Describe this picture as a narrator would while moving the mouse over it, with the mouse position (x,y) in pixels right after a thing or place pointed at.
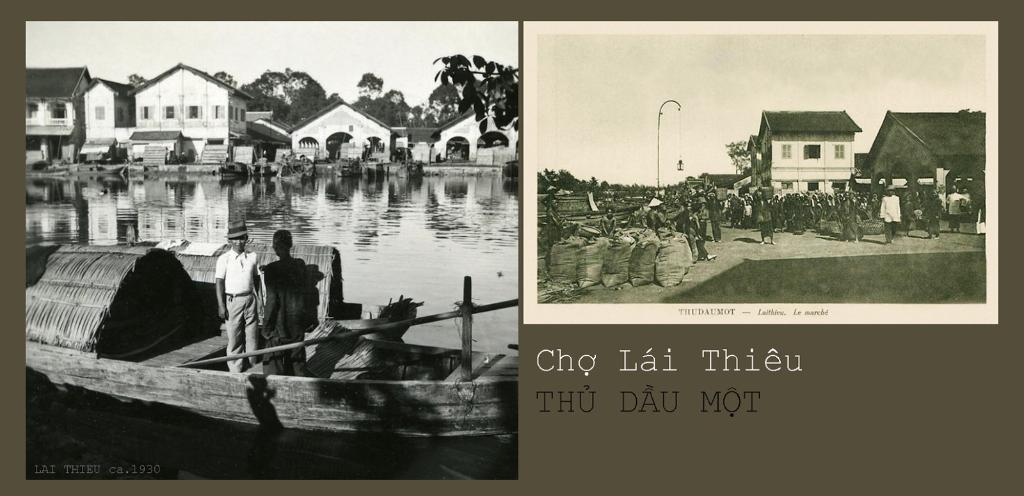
This image is a collage. In the first image there is water (84,229) and we can see a boat (168,392) on the water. There are people (262,325) standing in the boat (202,340). In the background (147,112) there are sheds (147,112), trees (259,90) and sky (206,55). In the second image we can see gunny bags (684,254) and there are people (857,233). In the background (810,177) there are sheds (893,150), trees (652,189) and sky (683,103). There is a pole (658,169) and we can see text (626,394).
